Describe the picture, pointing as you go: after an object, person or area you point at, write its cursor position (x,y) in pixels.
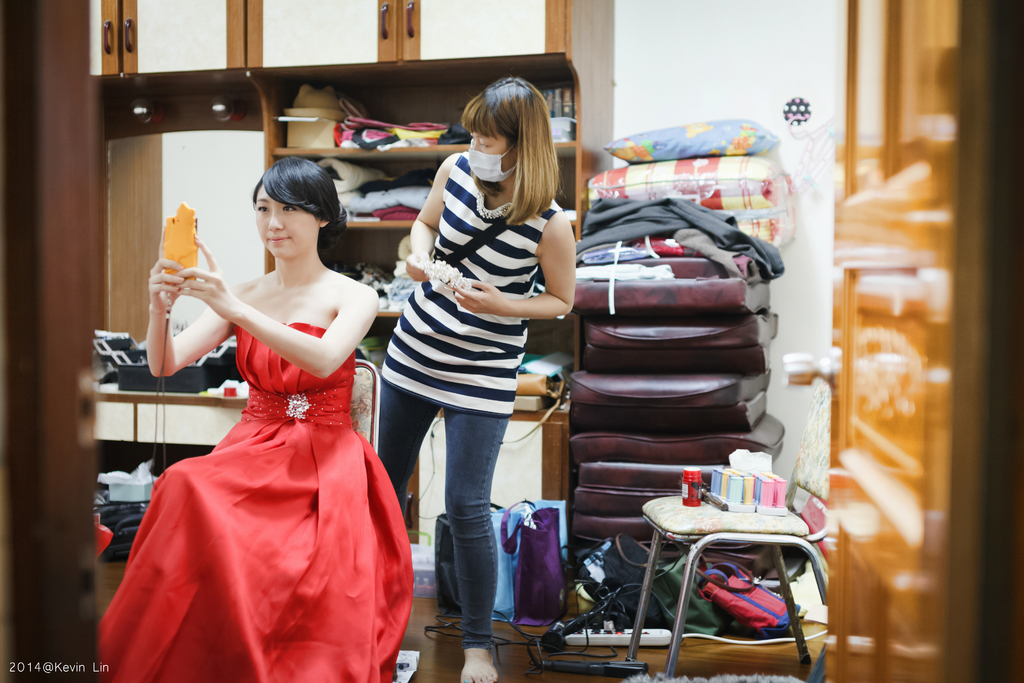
This woman (315,272) wore red dress (315,474) and sitting on a chair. This woman (470,291) wore t-shirt (496,322) and mask (496,170). On this rack (438,149) there are clothes (389,125) and box (313,135). These are coats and pillows (695,159). On floor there are bags (517,546) and cable (600,612). On this chair (685,511) there are things (737,491). This woman (283,357) is holding a mobile (176,258). This is cupboard (359,20).
